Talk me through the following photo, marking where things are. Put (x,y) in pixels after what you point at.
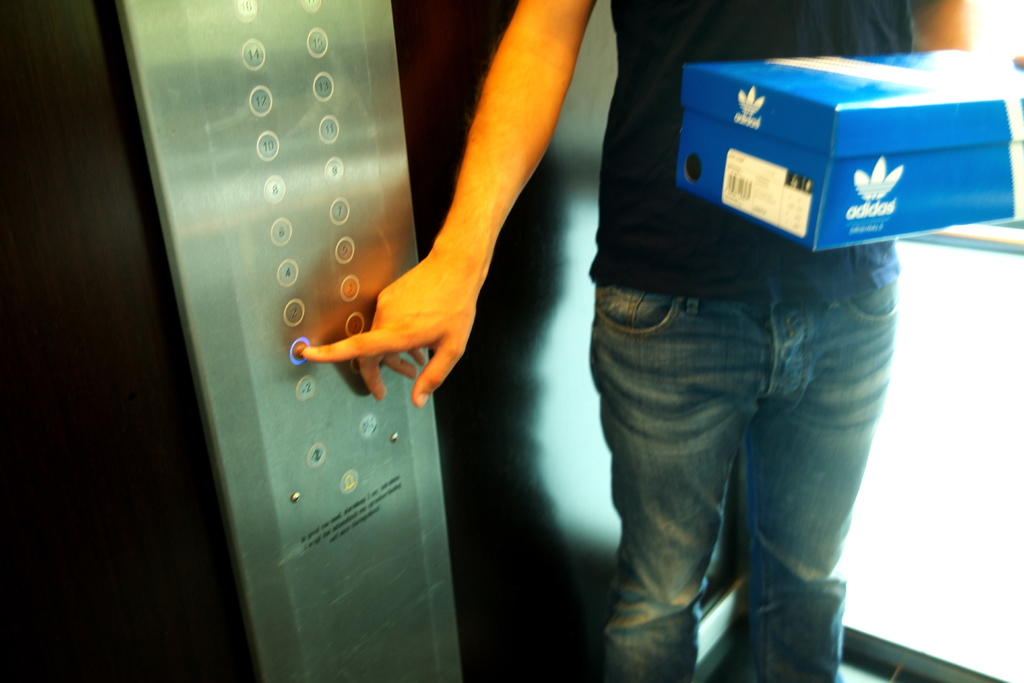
In this picture we can see a person (653,186) in the black t shirt (645,138) is holding an "Adidas box" (875,106). It looks like the person (632,172) is standing in the elevator (600,651). On the left side of the person (606,301) there are elevator push buttons (310,43).
